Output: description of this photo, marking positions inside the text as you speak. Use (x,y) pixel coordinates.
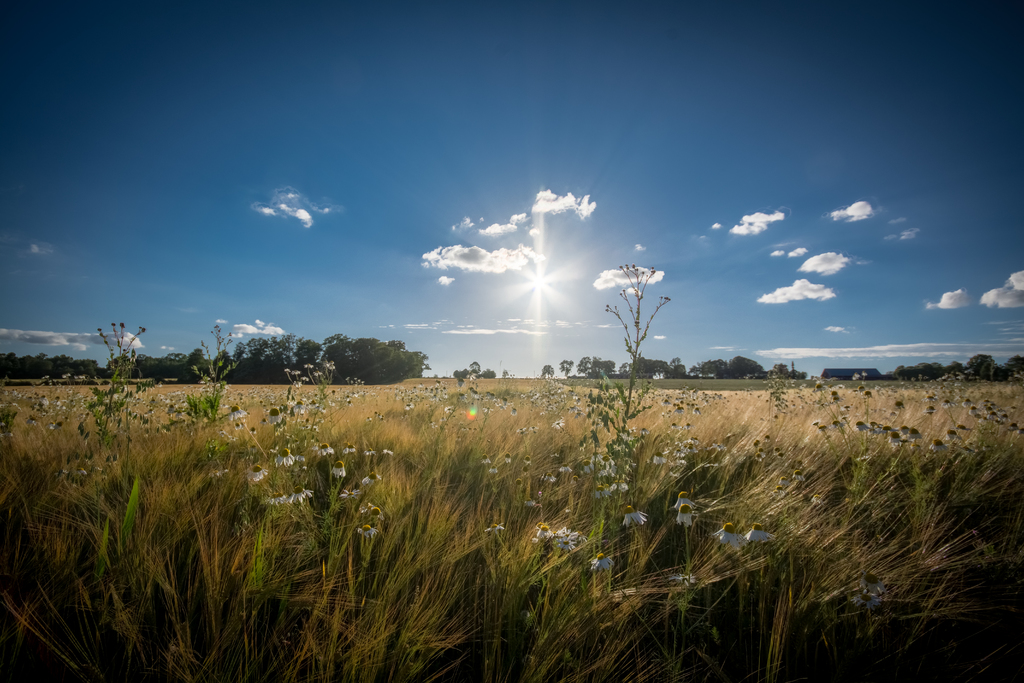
On the down side it is grass (498,542), on the left side (256,368) there are green plants (333,379). In the middle (573,315) it's a beautiful sunny sky (603,296).
